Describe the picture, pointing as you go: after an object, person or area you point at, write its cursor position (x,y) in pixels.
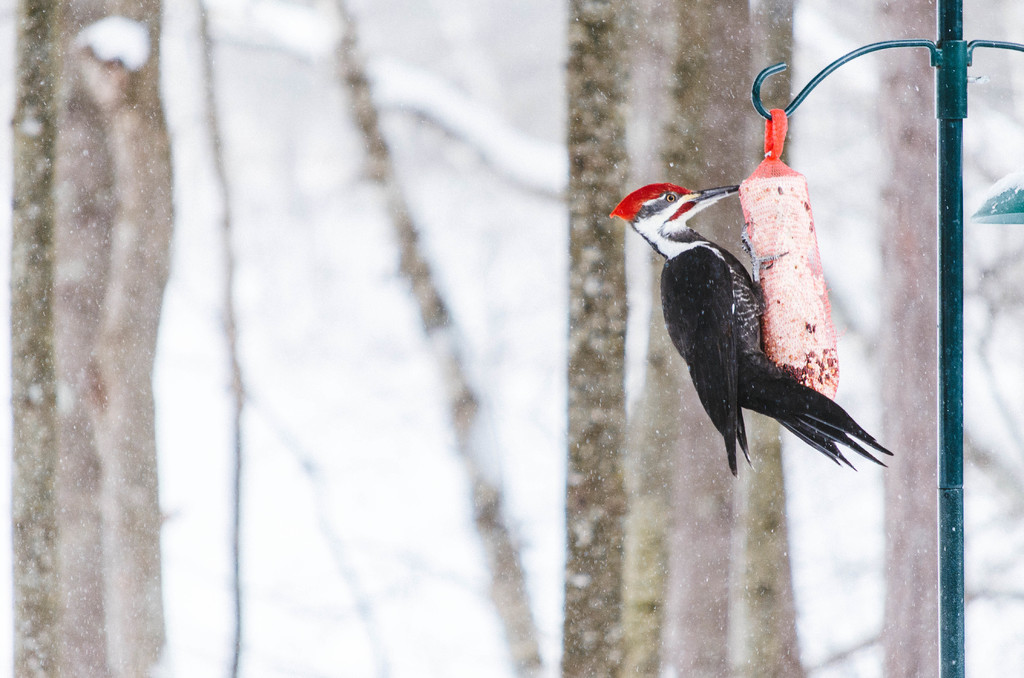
In this image on the right side (793,368) there is one bird (688,275) on some object (809,230), and there is a pole (954,41). And in the background (622,171) there are some trees (743,28) and snow (541,541).
